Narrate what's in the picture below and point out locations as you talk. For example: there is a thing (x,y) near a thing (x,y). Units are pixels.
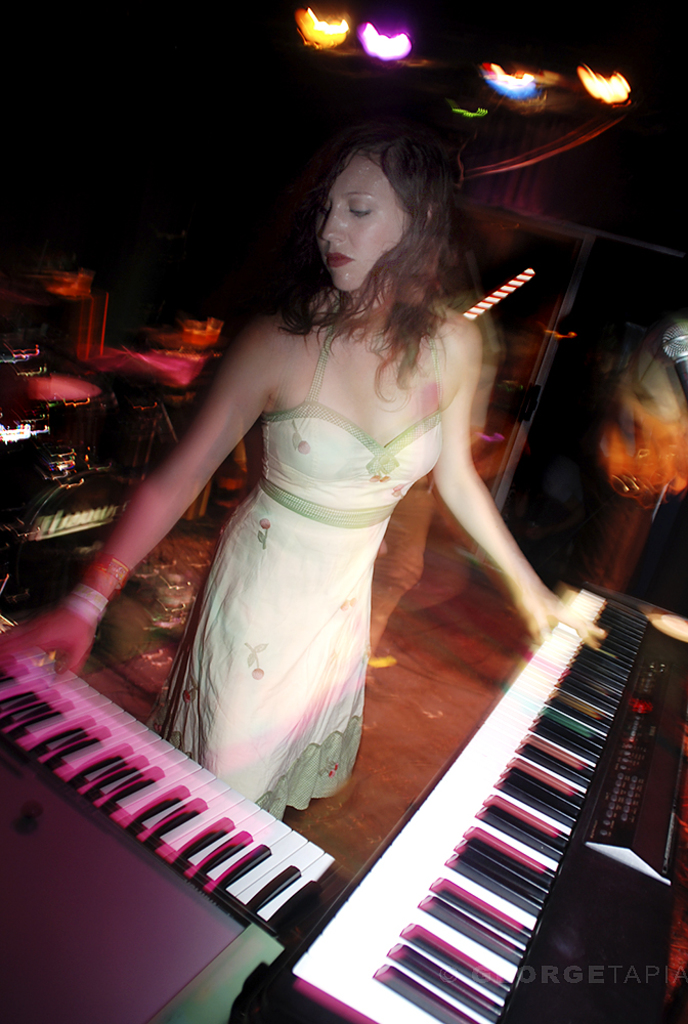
In this picture there is a woman (357,465) who is standing. There is a piano (407,912) and other objects (98,393) at the background (69,431). There are lights (531,79).
